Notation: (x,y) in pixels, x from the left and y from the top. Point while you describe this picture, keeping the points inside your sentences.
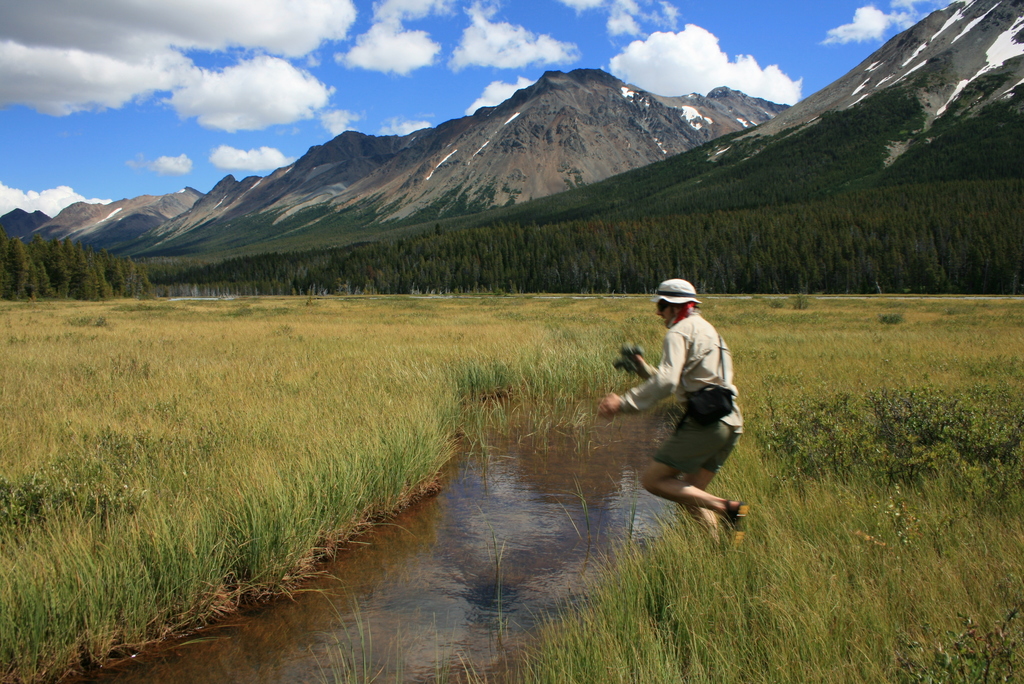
In this image there is a person (658,381) holding an object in his hand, in front of the person (614,400) there is a small lake (479,548), around the lake (524,472) there is grass (243,375) and plants (860,426), in the background of the image (131,268) there are trees (131,281) and mountains (492,203), at the top of the image (412,102) there are clouds (208,78) in the sky (218,109).
